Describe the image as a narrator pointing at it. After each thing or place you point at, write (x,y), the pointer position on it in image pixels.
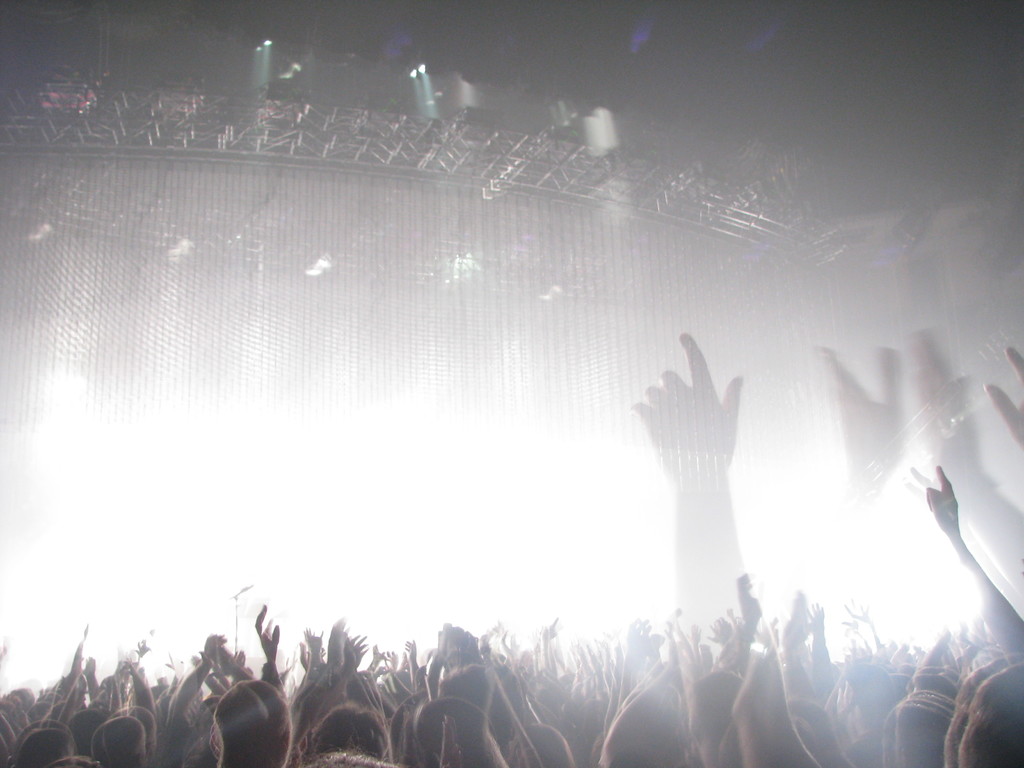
In this image we can see a group of persons (662,702) cheering at a dais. In the background (475,539) there are lights (475,539).
